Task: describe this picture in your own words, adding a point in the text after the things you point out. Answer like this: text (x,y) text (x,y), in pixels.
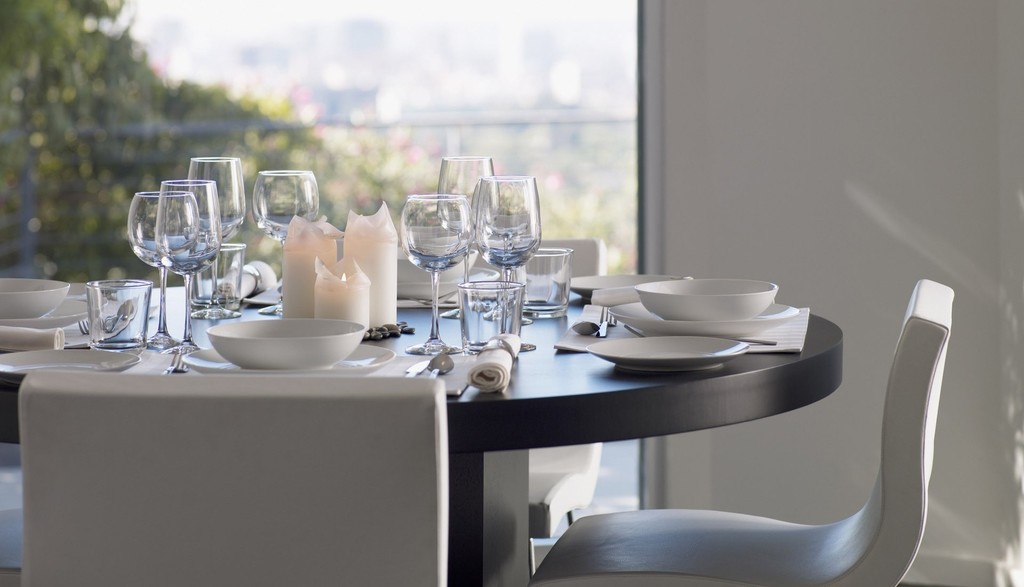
In this image we have a table (567,385) a couple of chairs (546,483). On the table (568,400) we have a couple of glasses (226,251) bowls (672,290) and few other objects (375,320) on it.
